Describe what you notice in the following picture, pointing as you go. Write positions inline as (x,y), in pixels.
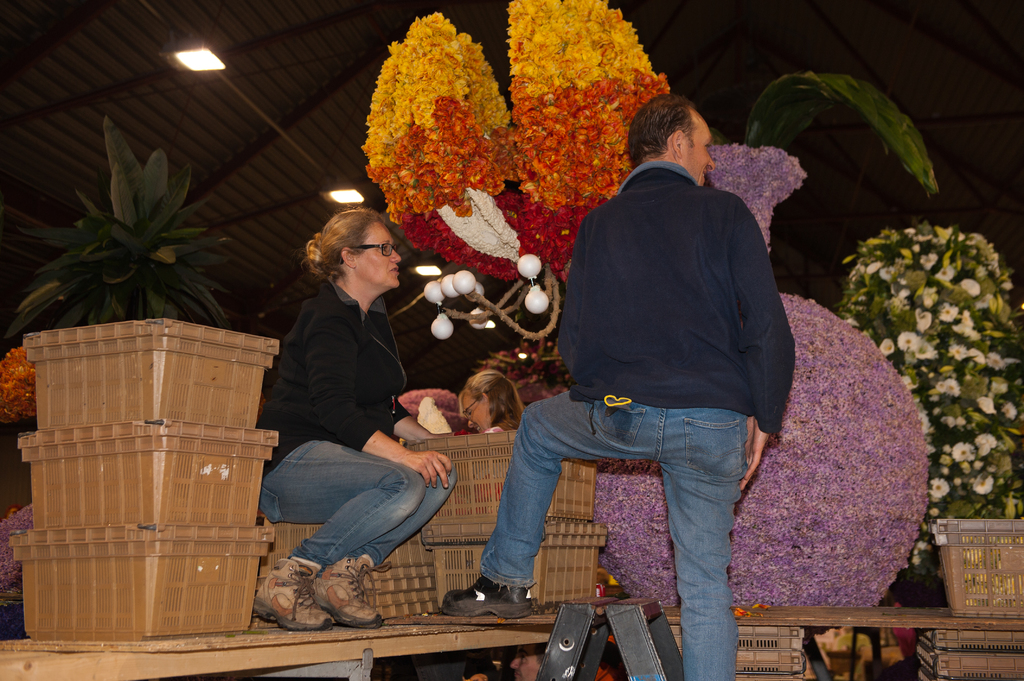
In this image a woman (293,447) is sitting on the basket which is on the table (396,640). There are few baskets (107,613) on the table (50,663). Behind it there is a person (490,409). A person (540,408) is standing and keeping one leg (509,580) on the table (505,620). Behind them there are few plants (924,337) having leaves (1015,480). Few lights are attached to the roof (212,114).
